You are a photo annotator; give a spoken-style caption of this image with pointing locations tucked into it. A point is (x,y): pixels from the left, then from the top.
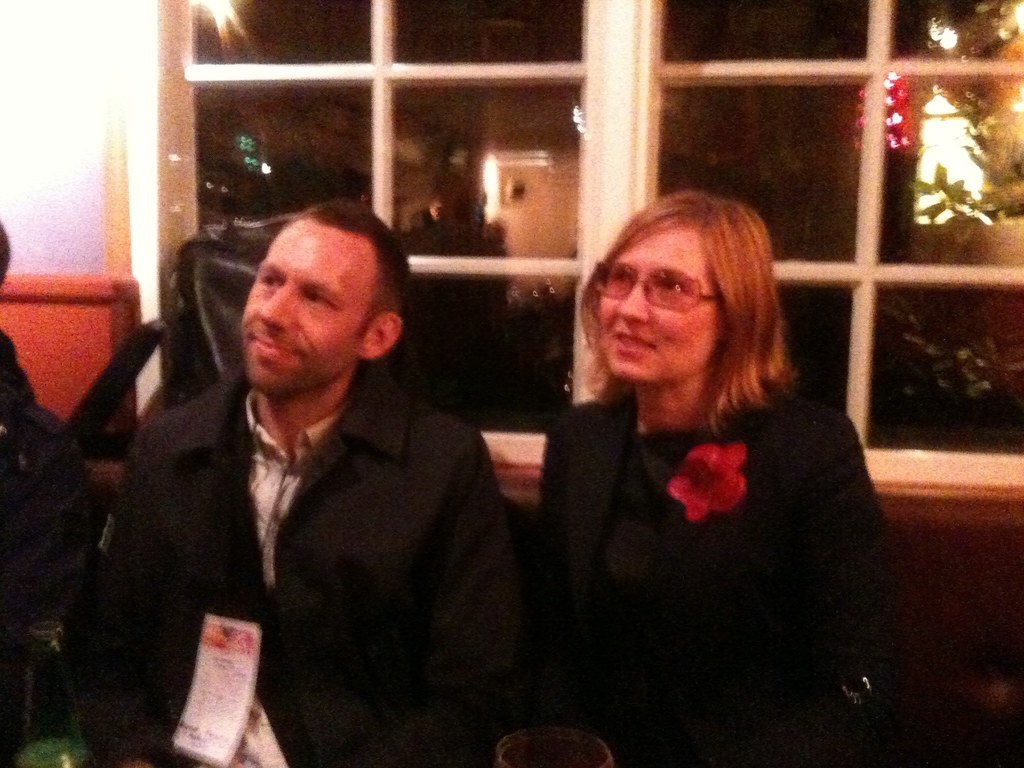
In this image we can see people (280,479) sitting on a couch (905,648). In the background of the image (354,108) there is a glass window (370,96).
